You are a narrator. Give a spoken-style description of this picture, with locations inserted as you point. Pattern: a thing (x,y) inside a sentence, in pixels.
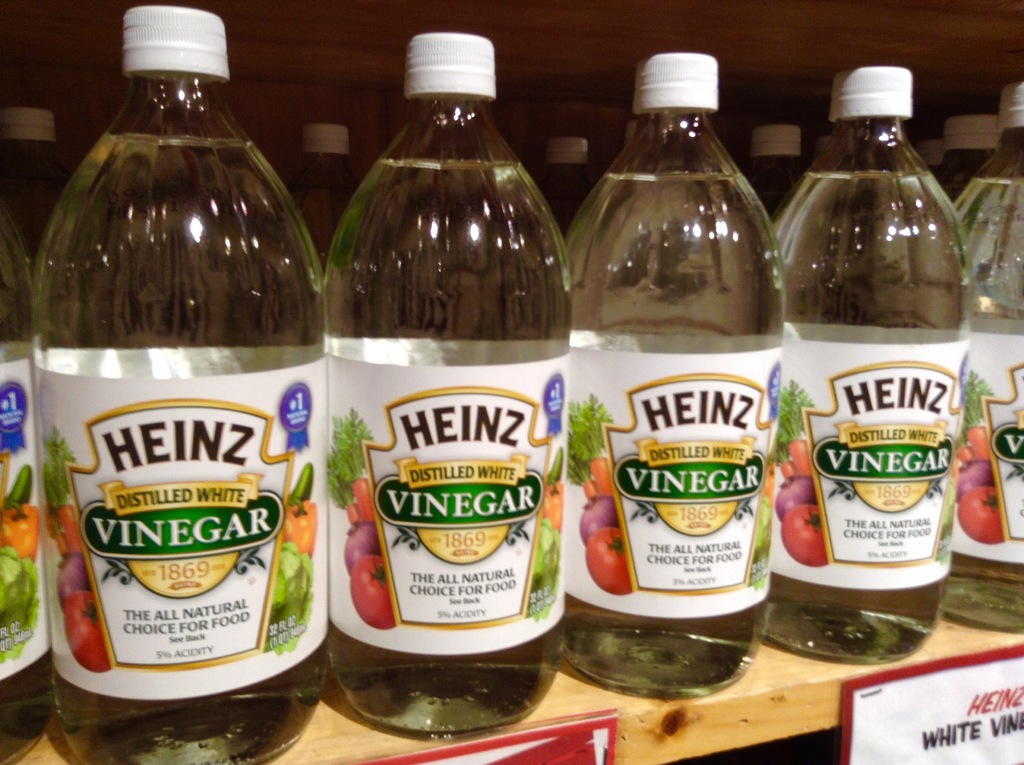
In this image i can see few glass bottles (450,354) with a liquid (529,267) in them, in a wooden rack (562,71). I can see a board (884,680).
